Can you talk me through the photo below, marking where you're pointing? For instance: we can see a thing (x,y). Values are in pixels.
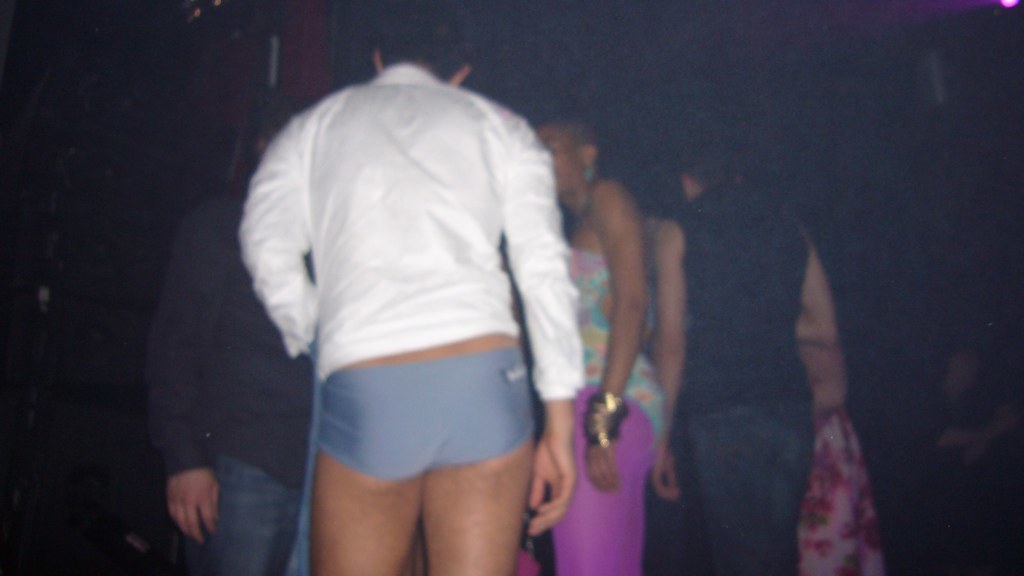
In this picture there is a man (423,261) wearing white color shirt (450,285) and grey shorts (474,441) standing in the front of the camera. Behind there are some girls (616,344) standing and discussing something. Behind there is a black background (8,139).
